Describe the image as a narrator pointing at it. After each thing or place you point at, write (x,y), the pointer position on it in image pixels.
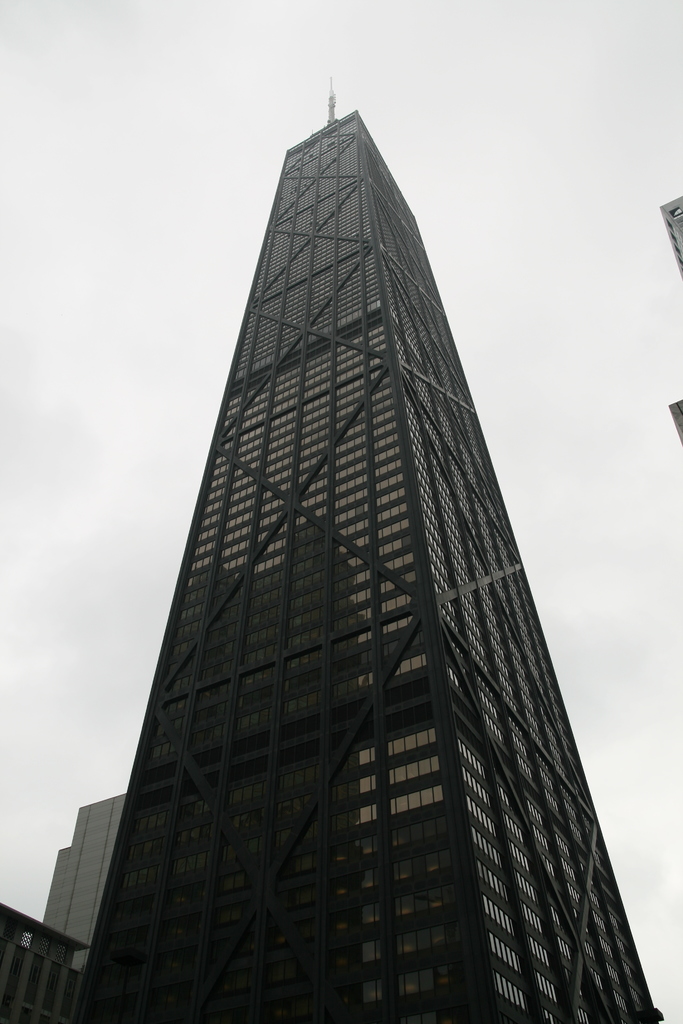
In the picture we can see a tower building (416,1007) with black colored glasses (527,863) to it and beside the building (543,690) we can see some other buildings (676,222) and behind it we can see the sky (73,243).
